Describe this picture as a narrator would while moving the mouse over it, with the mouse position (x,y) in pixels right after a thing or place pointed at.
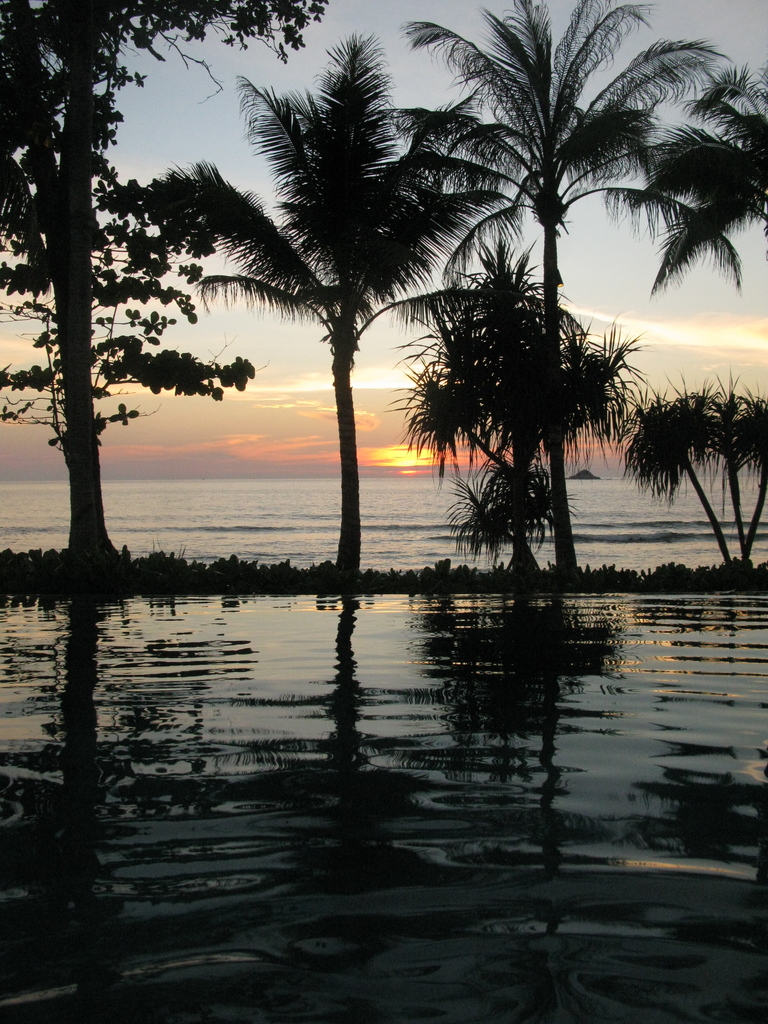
In this image in front (156,708) there is water (247,687). There are plants (235,589), trees (336,258). In the background of the image (296,448) there is sun (430,463) and there is sky (343,40).
